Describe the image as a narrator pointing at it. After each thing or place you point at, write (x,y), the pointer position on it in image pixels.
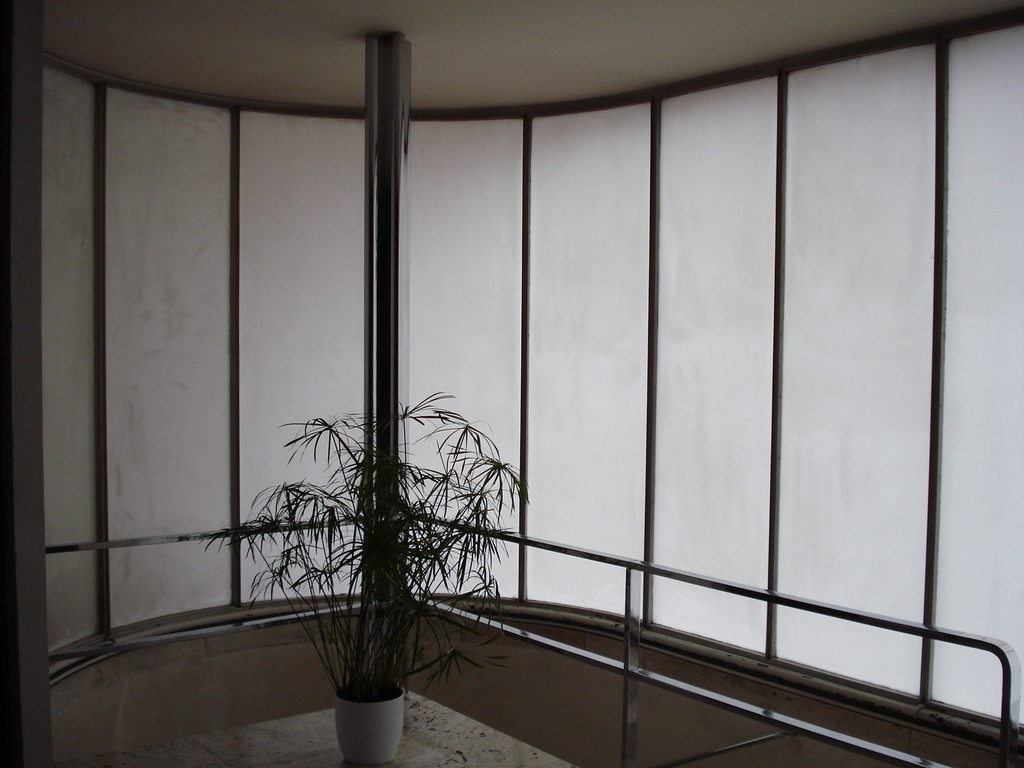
In this image I can see a plant (377,681) in the pot (357,711). I can also see a railing (638,577) on the bottom side (569,541) and in the background (584,171) I can see the wall (793,176).
